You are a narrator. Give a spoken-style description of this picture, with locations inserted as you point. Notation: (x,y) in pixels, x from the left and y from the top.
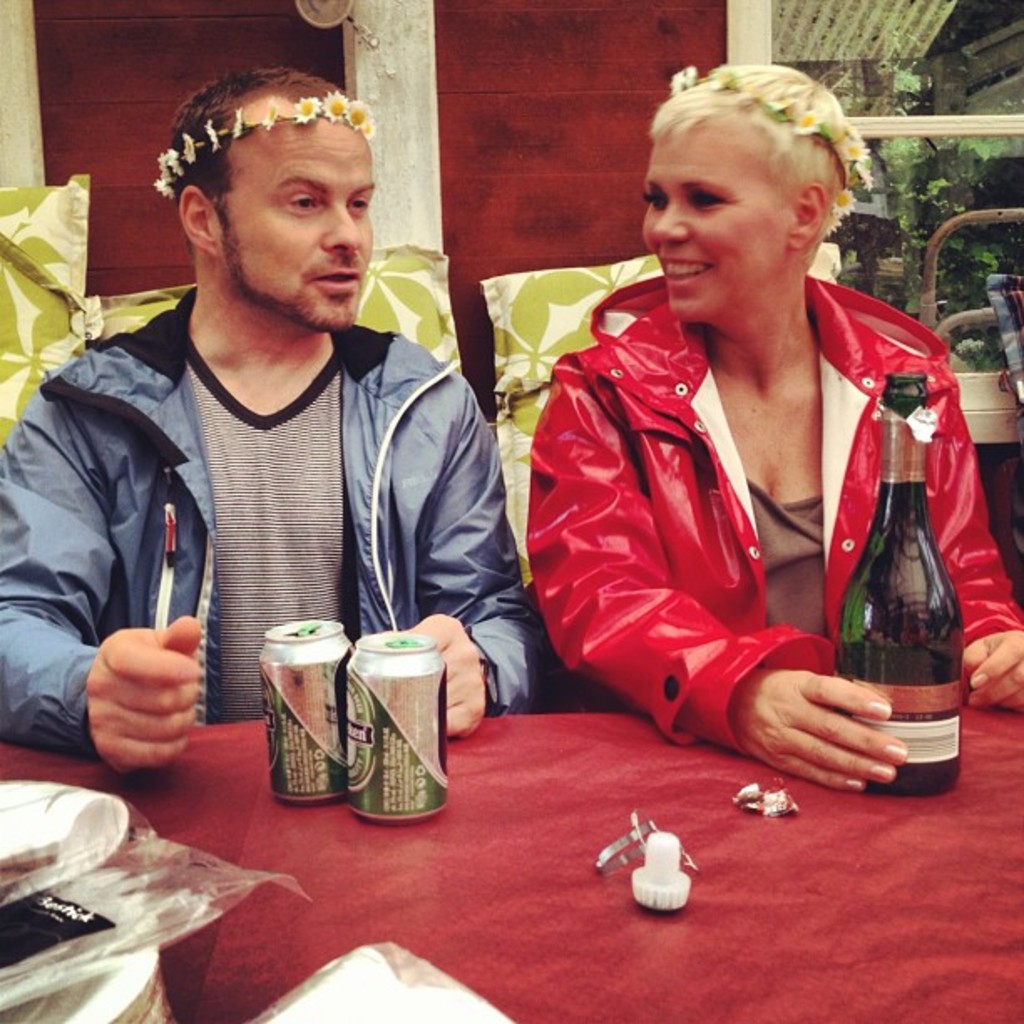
In this image i can see a man (342,473) and a woman (550,510) sitting on chairs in front of a table (436,867), On the table (464,970) i can see 2 tins (445,791) and a wine bottle (894,600). In the background (499,268) i can see a wall (489,128), few pillows (508,349) and few plants (925,247).
